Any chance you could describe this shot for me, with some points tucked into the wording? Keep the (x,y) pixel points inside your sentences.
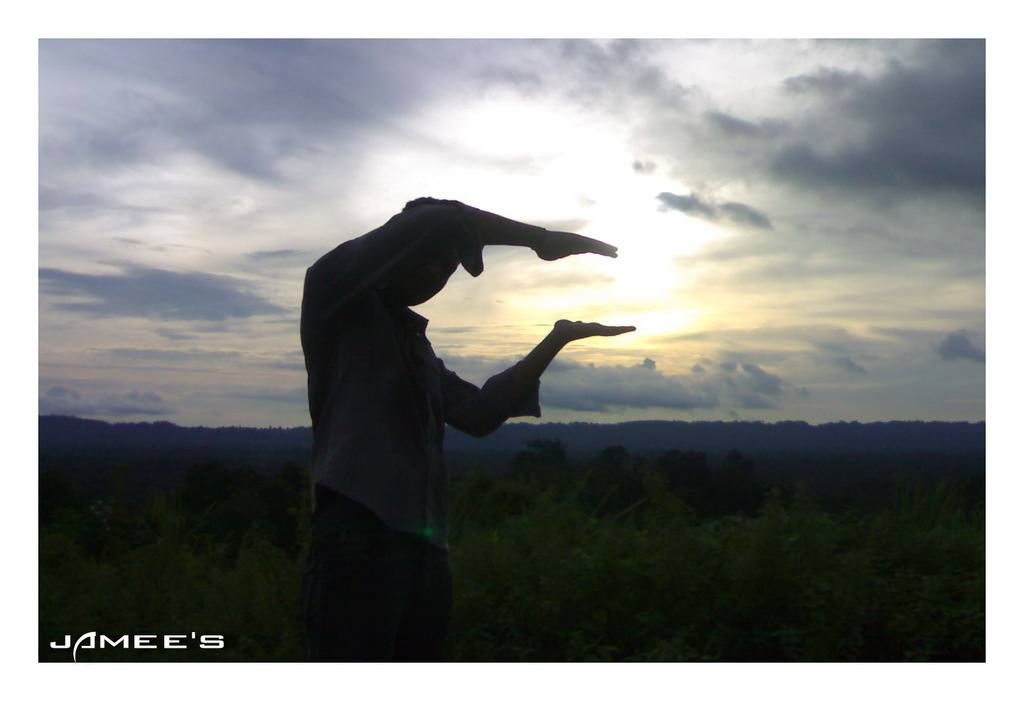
A person (321,507) is standing. There are plants (770,528) and there are clouds (978,306) in the sky (87,235).
